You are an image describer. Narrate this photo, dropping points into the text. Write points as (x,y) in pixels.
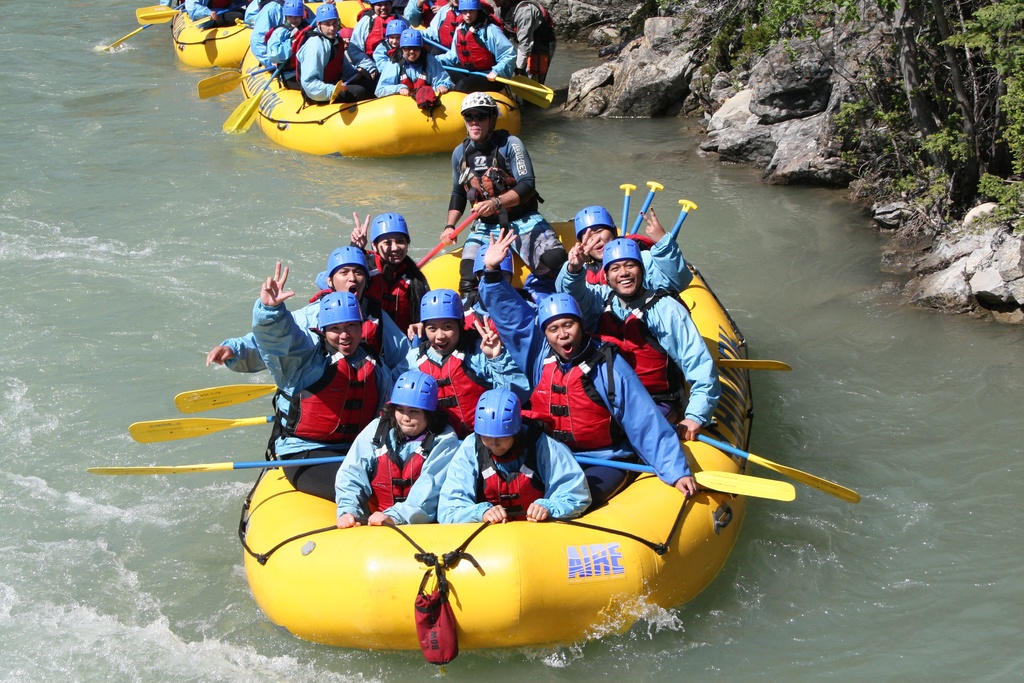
In this picture we can see few inflatable boats (228,60) on the water (221,410), and few people (330,90) are seated in the boats (395,135), and we can see few people (404,270) wore helmets (400,228) and few people (329,316) holding paddles (242,465), beside to them we can find few rocks (750,90) and trees (936,78).
